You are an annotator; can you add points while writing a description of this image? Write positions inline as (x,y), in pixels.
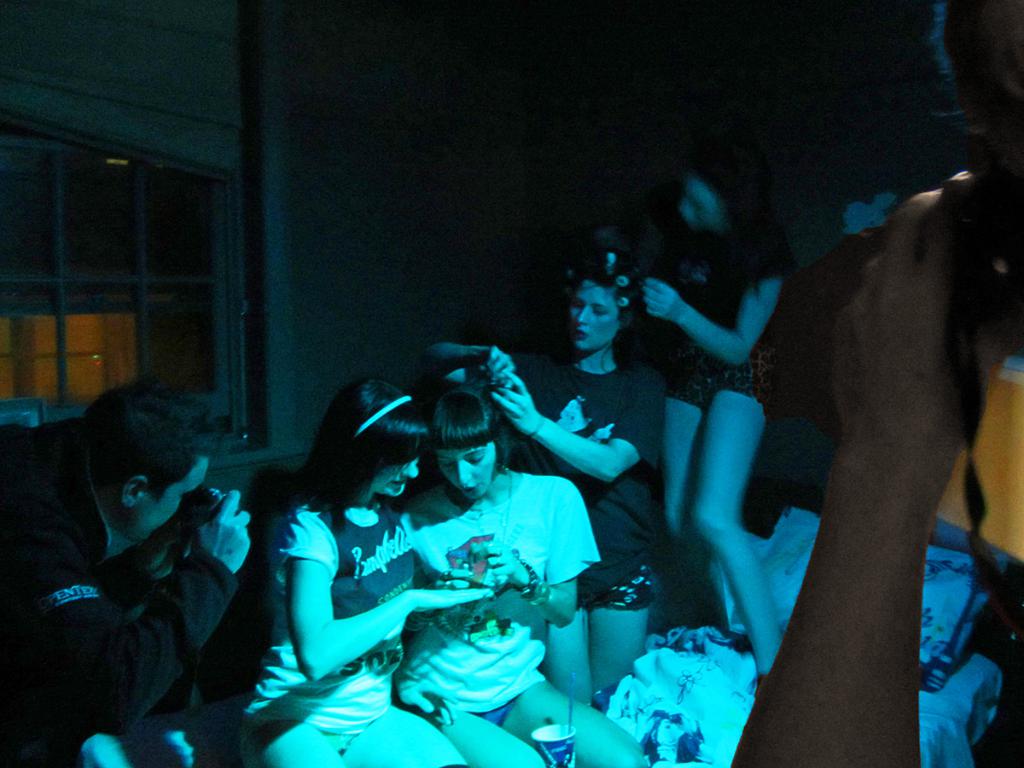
This picture describes about group of people (588,476), few are seated and few are standing, on the left side of the image (171,551) we can see a man (191,557), he is holding a camera (221,499).
